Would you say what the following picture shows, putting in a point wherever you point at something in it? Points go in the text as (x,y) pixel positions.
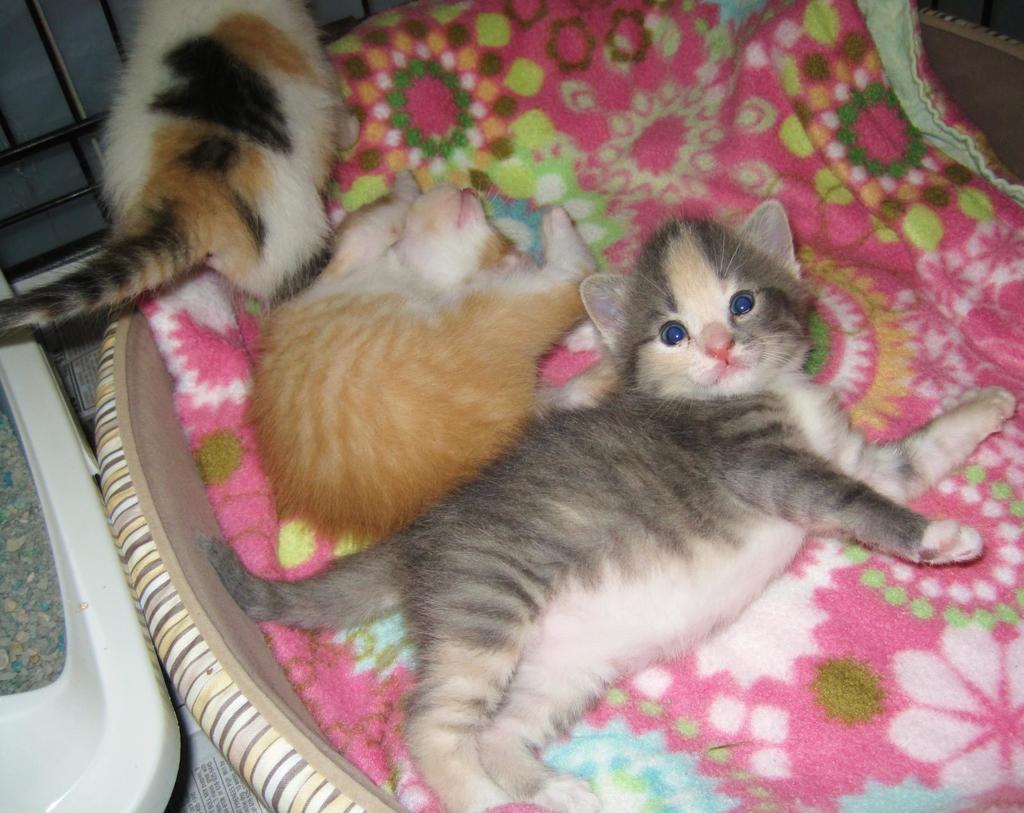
In this picture we can see three small kittens (648,467) sitting in the basket (279,770).
